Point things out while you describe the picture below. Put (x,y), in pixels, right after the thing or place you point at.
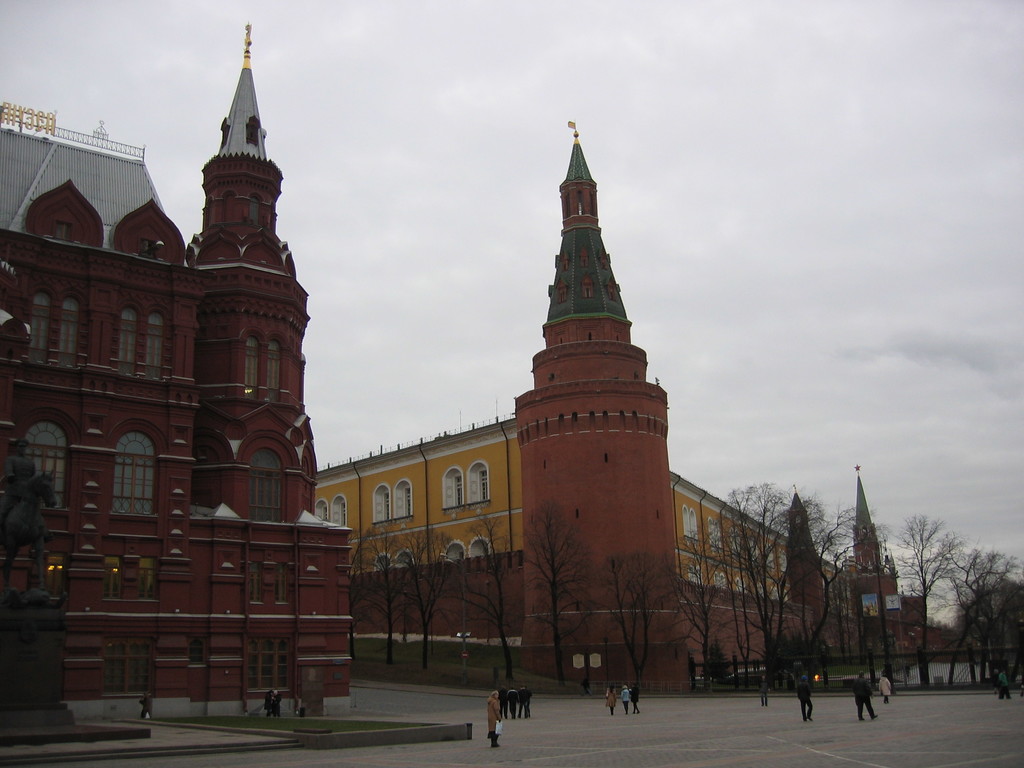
In this picture I can observe maroon and yellow color buildings (473,500). In front of these buildings (443,569) I can observe some trees (717,644). In the bottom of the picture (543,696) I can observe some people (626,693) walking on the land (569,702). In the background (455,250) there is sky (675,316).
